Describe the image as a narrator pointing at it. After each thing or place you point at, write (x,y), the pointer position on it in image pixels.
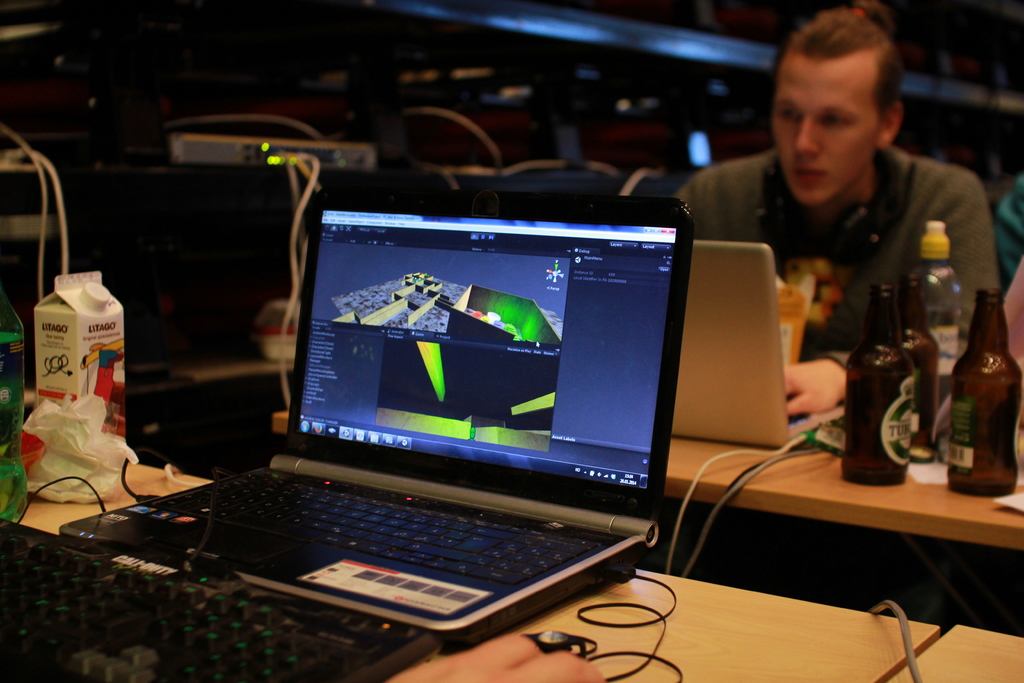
In the image there is a laptop (505,463) and keyboard (136,642) in the foreground (414,374) and at the background (834,157) there is a man (843,329) who is working with the laptop (723,339) which is on the table (796,494). On the table (824,503) there are juice bottle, beer bottle (870,428), wires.
